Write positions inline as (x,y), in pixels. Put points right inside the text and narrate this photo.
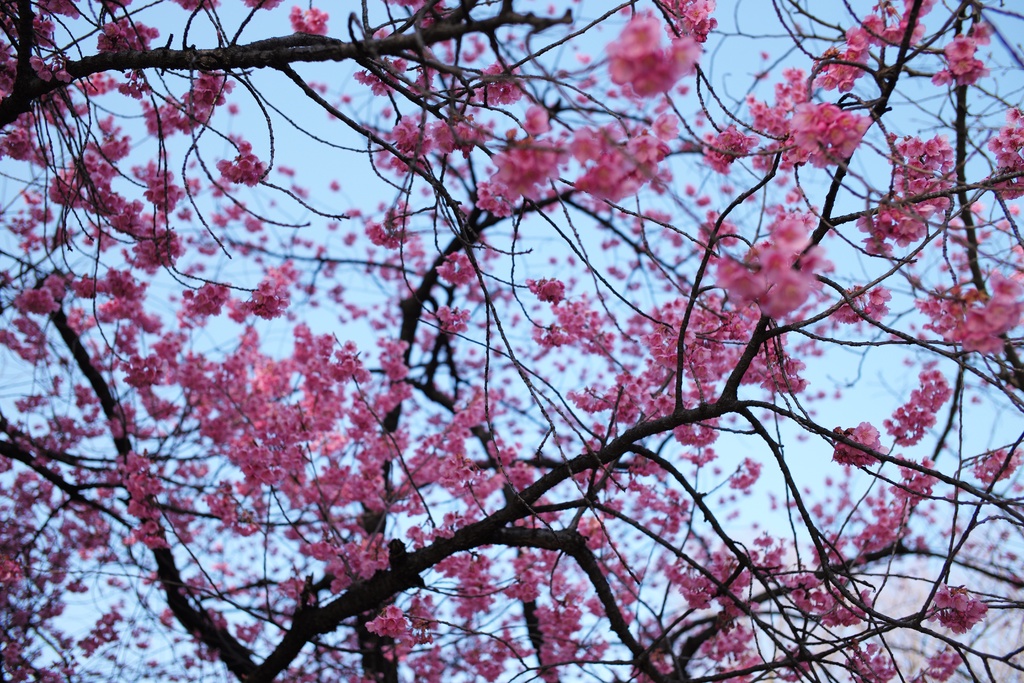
In this image I can see many flowers (446,329) in a branch (638,219) of a tree (629,244) and the background (314,164) is the sky (304,152).
